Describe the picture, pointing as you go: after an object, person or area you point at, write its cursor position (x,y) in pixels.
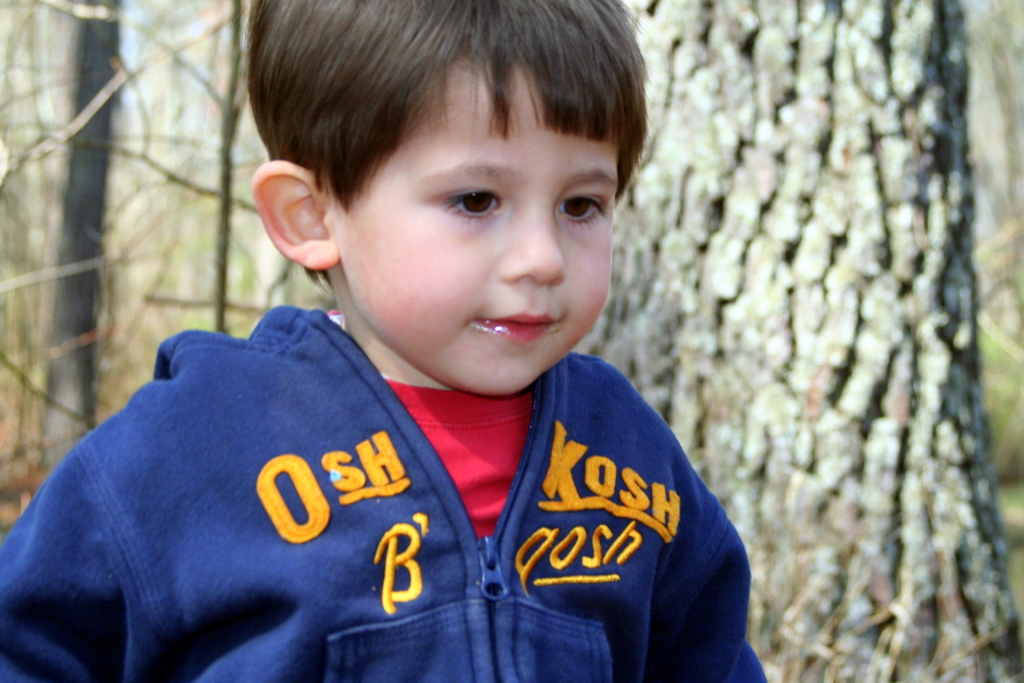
In this picture I can see a boy (644,422), behind we can see some tree trunks (706,249).
